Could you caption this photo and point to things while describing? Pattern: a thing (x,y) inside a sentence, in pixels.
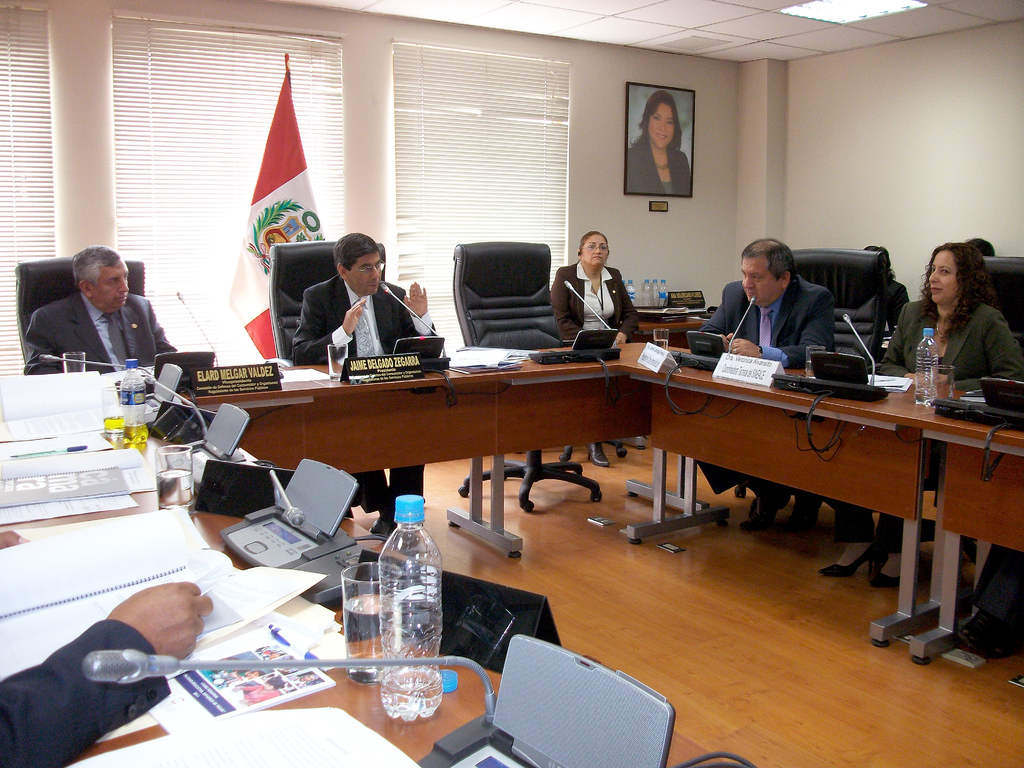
We can see a frame (684,136) over a wall (841,143). These are windows (37,137). This is a flag (256,293). Here we can see persons (972,312) sitting on chairs (271,268) in front of a table (339,618) and on the table (300,699) we can see mikes (337,663), glass of water (347,649), water bottles (414,603), name boards (227,383), books (56,491), pen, paper (269,617). This is a floor (823,658).
